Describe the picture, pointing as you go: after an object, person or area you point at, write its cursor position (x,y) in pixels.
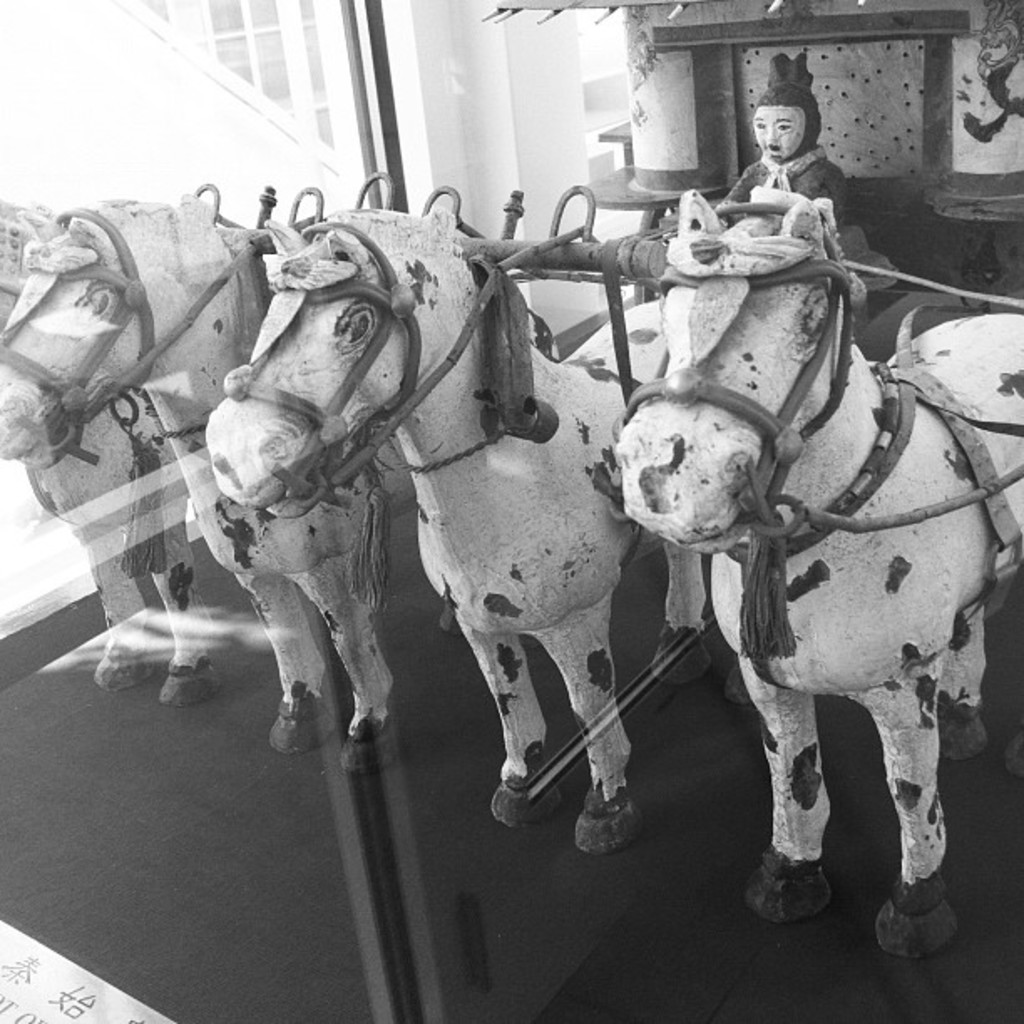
In this image we can see the depiction of horses (311,298) and also the person (828,155). We can also see the window (287,79), pillar (362,73), wall (159,90) and also the floor (381,836) and it is a black and white image.
